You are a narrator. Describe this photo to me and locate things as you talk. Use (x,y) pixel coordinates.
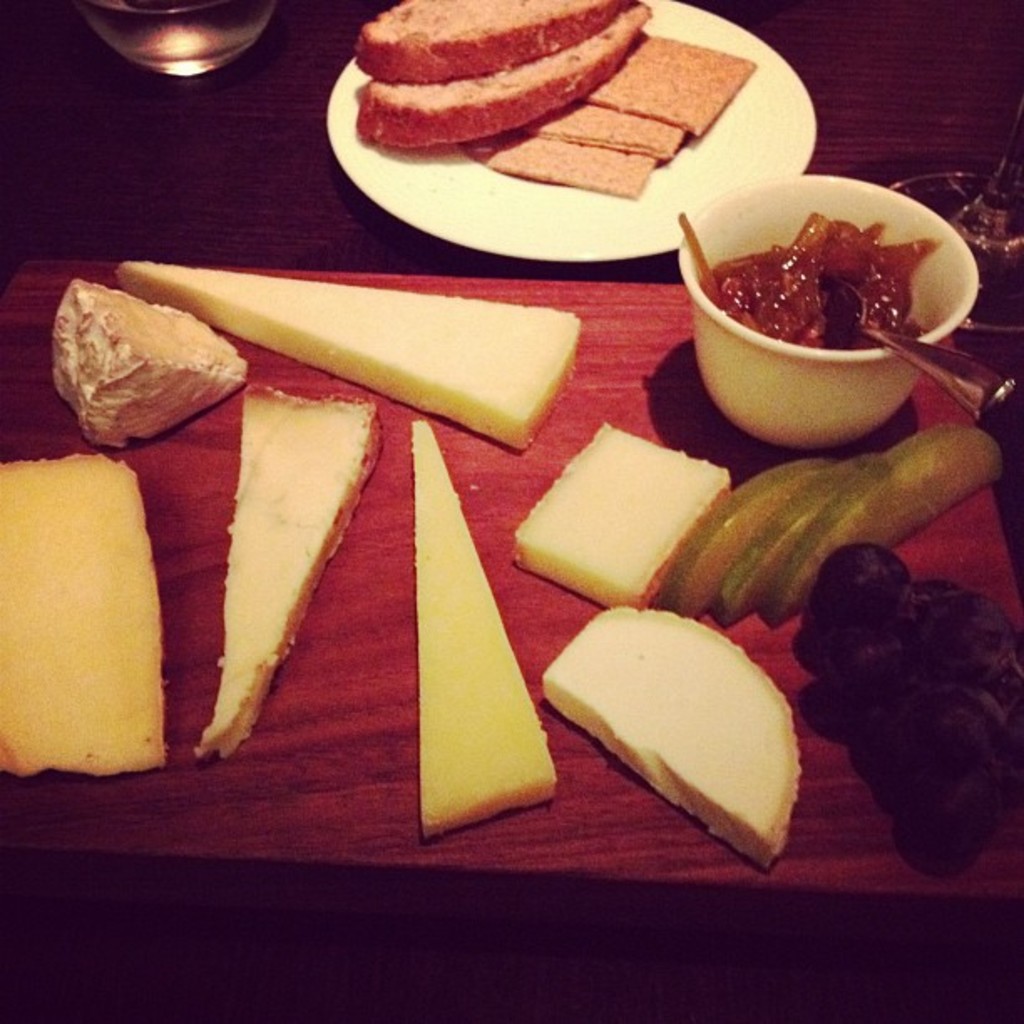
In the image there are some bread slices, fruits (766,529), jam (741,297) and some other food items (476,343) and a glass (997,220) are placed on the table (944,117).
